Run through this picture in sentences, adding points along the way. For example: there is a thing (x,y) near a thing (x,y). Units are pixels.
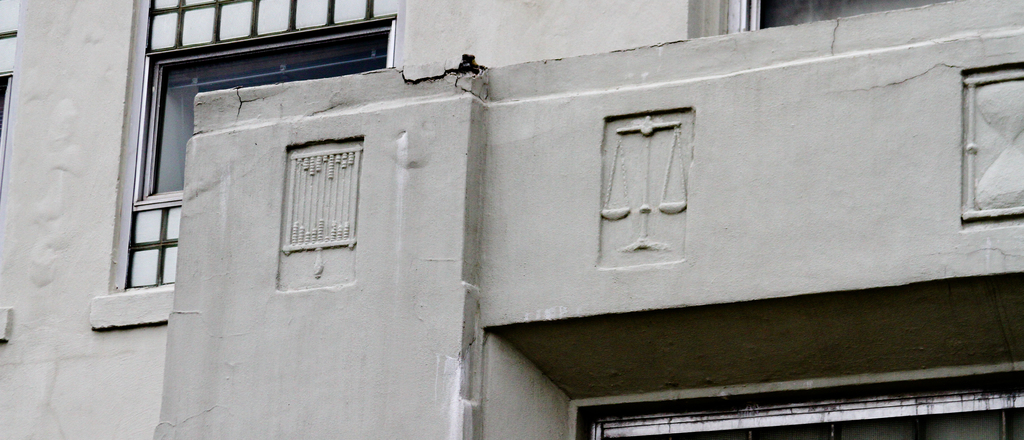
In this image in the front (431,223) there is a wall (498,217). In the background (139,93) there are windows (176,148).
